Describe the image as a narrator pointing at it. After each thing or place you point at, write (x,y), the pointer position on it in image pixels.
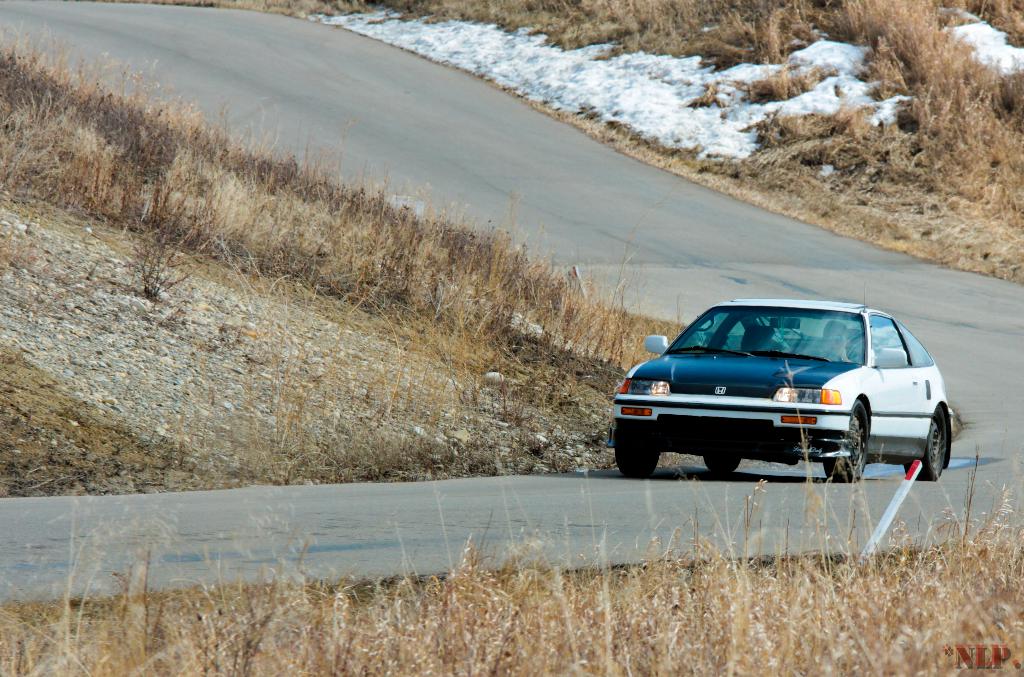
In the foreground of the image (488,522) we can see the road (141,509) and grass (547,582). In the middle of the image (672,385) we can see a car (854,445) which is black and white in color. A person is driving a car (896,394). On the top of the image (755,150) we can see road (382,113), snow (664,89) and grass (815,39).
